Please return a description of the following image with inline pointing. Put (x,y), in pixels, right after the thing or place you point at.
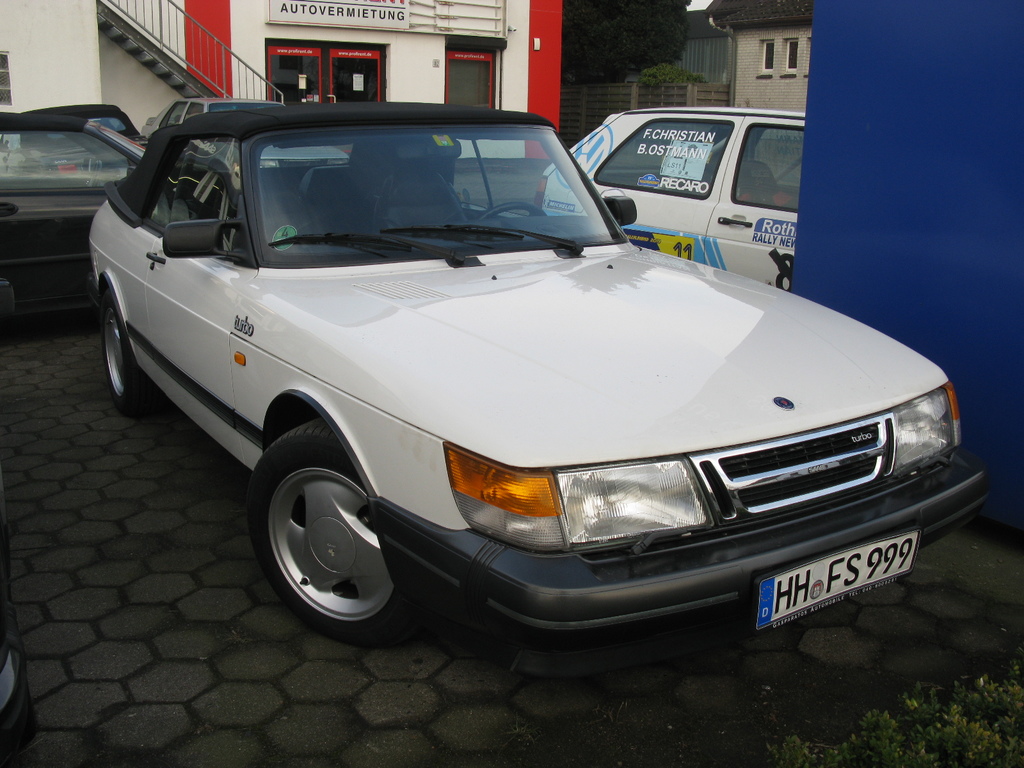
In this picture I can see vehicles (673,444), there are houses (801,85), trees (629,24), stairs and there is fence (570,125).
